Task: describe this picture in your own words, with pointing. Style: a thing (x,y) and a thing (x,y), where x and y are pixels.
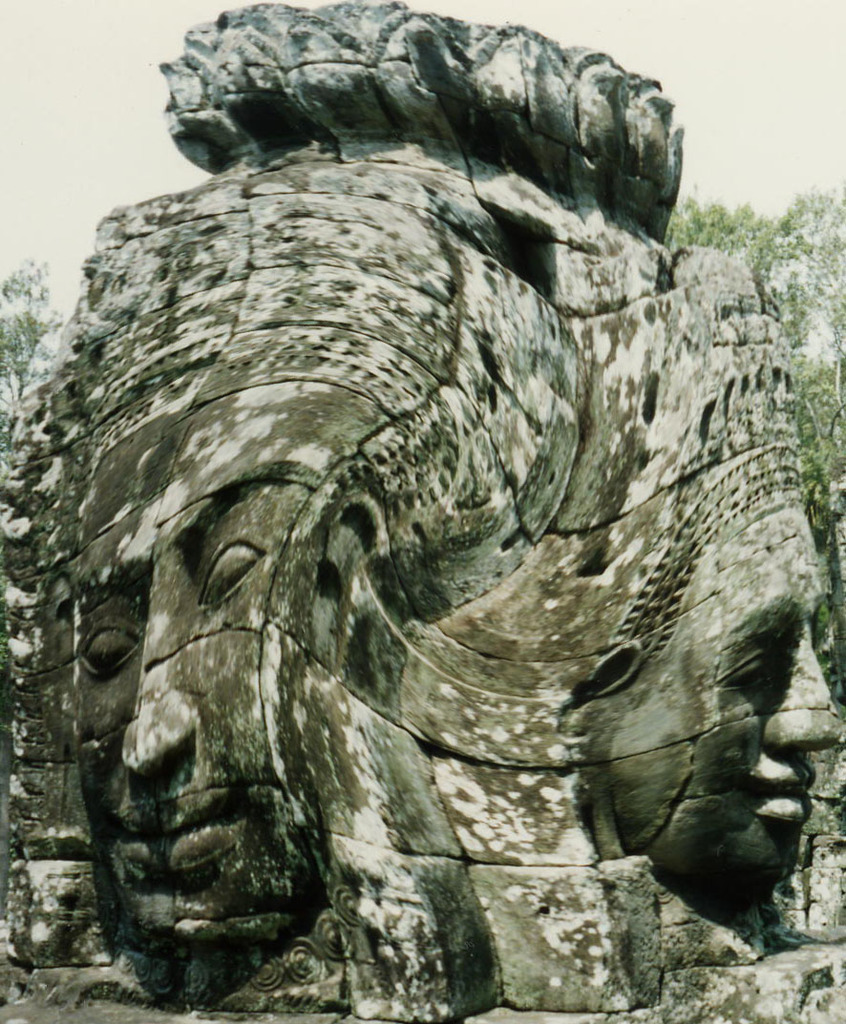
In the image there are carvings (228,636) of humans (170,688) on huge rock (542,562) and behind there are trees (778,257) and above its sky (142,52).
